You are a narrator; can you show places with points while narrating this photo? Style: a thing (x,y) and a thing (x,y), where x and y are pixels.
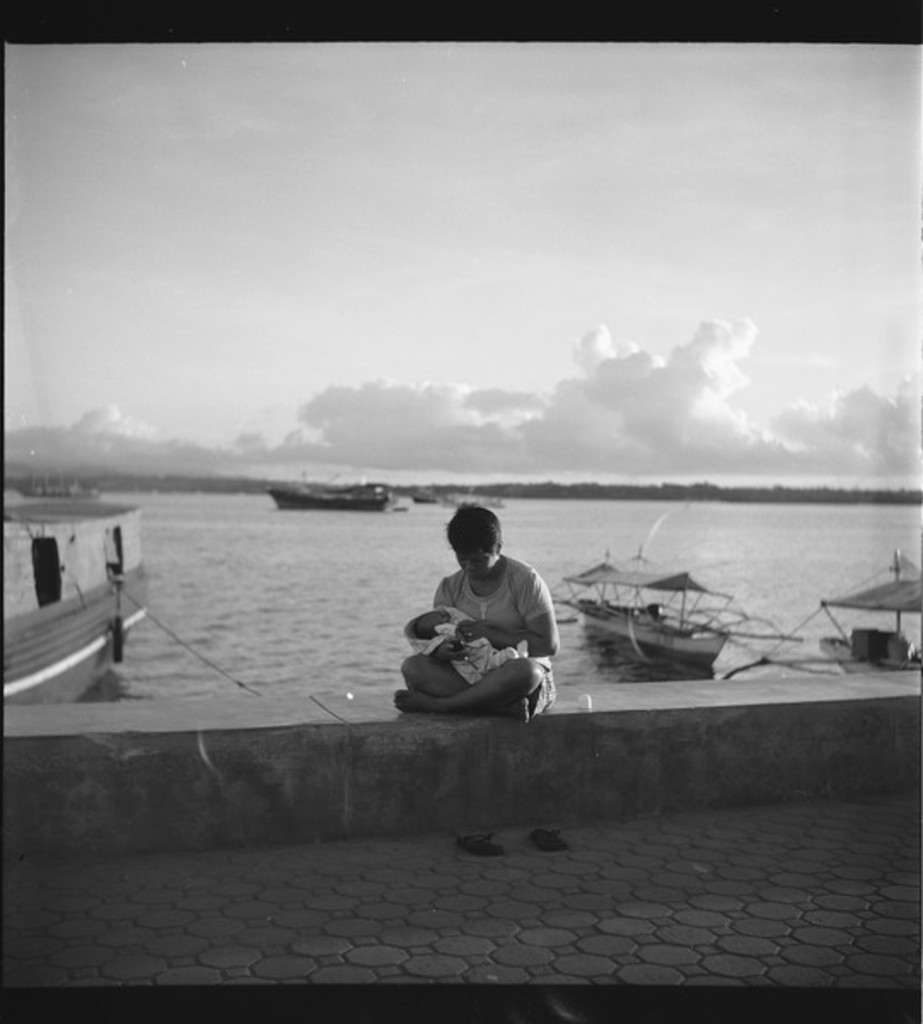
In this image I can see the person (497,632) is holding the baby (415,621) and sitting on the wall (693,729). I can see the wall (752,753), sky (216,442) and few boats (63,508) on the water surface (298,584). The image is in black and white.
